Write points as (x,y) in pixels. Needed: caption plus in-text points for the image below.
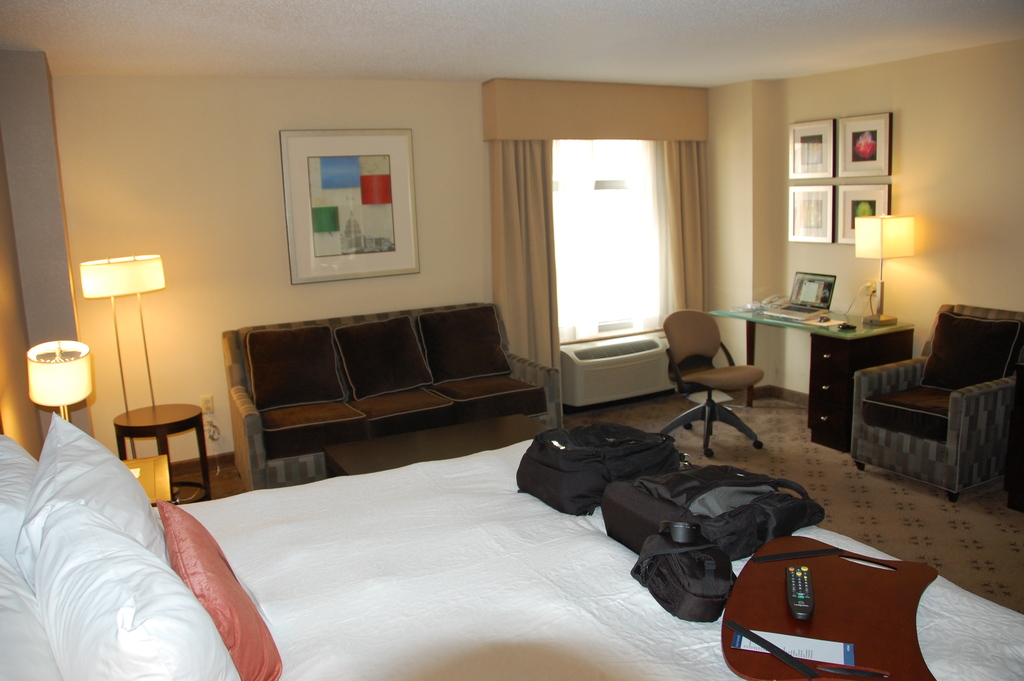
The picture is taken inside a room (373,543). There is bed (425,602) with a white bed cover (328,596). There are pillows (135,521) on the bed (581,582), there are two backpacks (611,459), and a small bag (666,564), there is a board (861,588) on it there is a remote (798,591). On the right hand (914,437) there is a chair (920,418). Beside it there is a table (849,343) on the table (872,359) there is table lamp (883,321), laptop (807,297). In front it there is a chair (728,368). On the wall (888,306) there are pictures (808,176) hanged. In the background (582,317) there is window (581,194). there is curtains (551,206) in the both side of the window (619,293). Beside the window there is a sofa (442,373). on the top of sofa (347,350) there is picture (403,181) hanged on the wall (298,128). Beside that there is table (149,427). on the table (162,409) there is lamp (116,294). On the floor (812,475) there is carpet (818,471). The wall (733,180) is yellow in color. the roof (552,53) is white in color.
